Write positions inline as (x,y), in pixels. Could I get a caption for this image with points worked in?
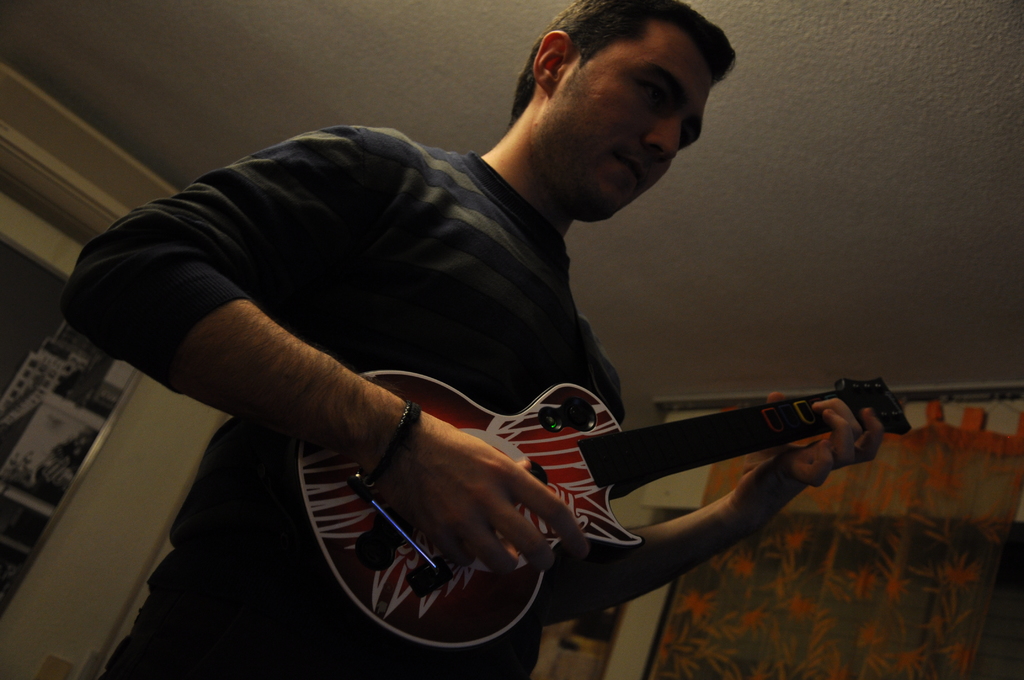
This picture shows a man (873,422) standing and holding guitar (747,449) and playing and we see curtain (1017,464) to the window (1015,676).
